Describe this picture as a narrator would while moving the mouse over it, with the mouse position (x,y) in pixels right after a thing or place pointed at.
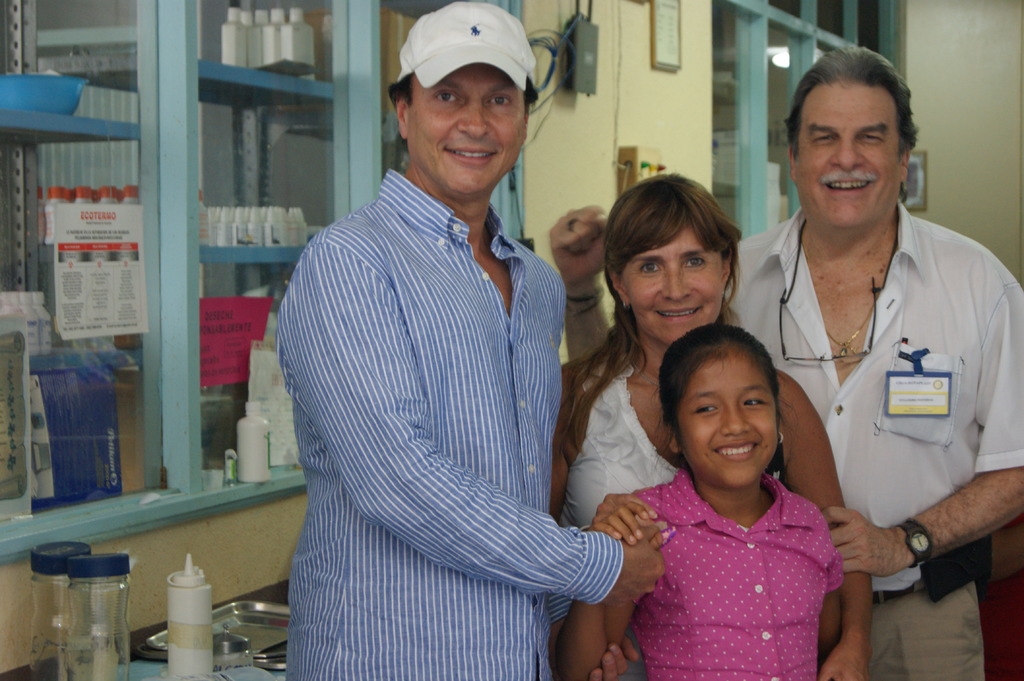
In the center of the image (476,325) we can see some persons (686,424) are standing and smiling. In the background of the image (251,31) we can see racks (328,114), bottles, papers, bowl (54,105), photo frames (670,35), wall (652,131), board (633,181) and light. At the bottom of the image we can see a table (136,661). On the table (285,609) we can see jars (118,655), bottles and some vessels (249,621).
